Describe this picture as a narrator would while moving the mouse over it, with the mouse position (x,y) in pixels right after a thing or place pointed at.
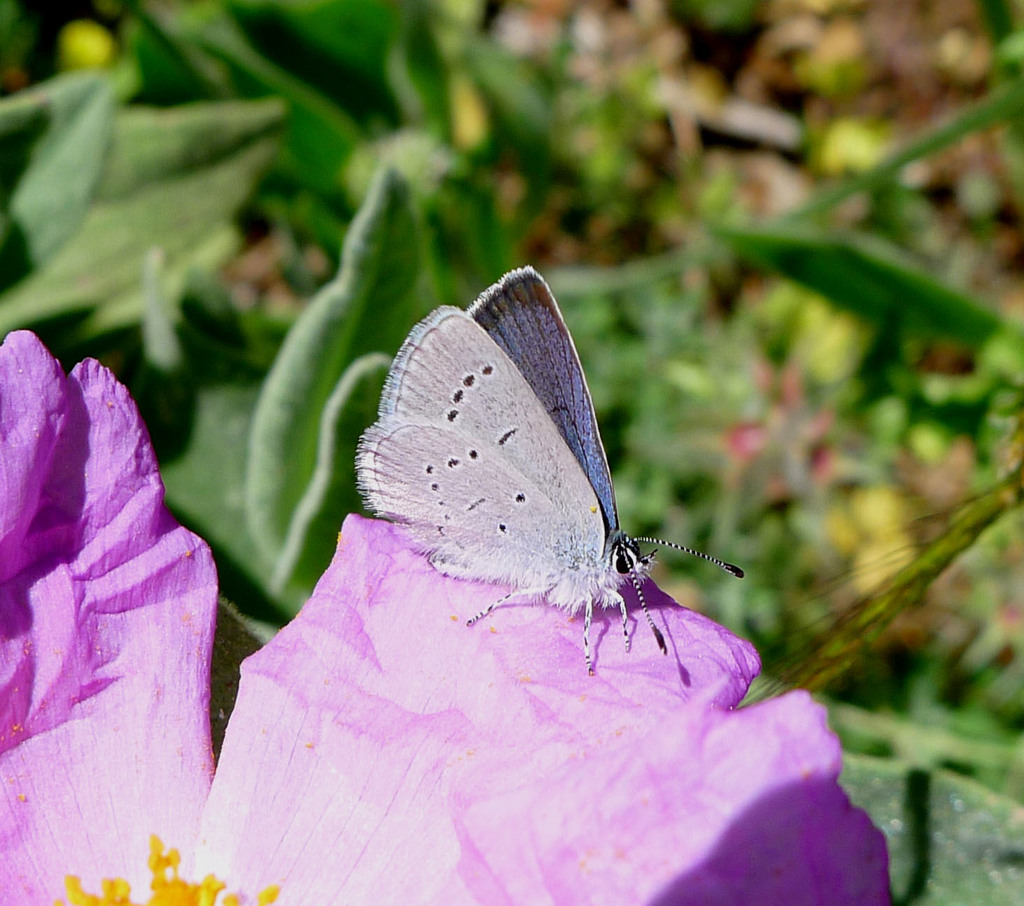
In this image I can see the butterfly (441,501) on the pink color flower (389,765). To the side there are few more plants (385,210) and it is blurry.
